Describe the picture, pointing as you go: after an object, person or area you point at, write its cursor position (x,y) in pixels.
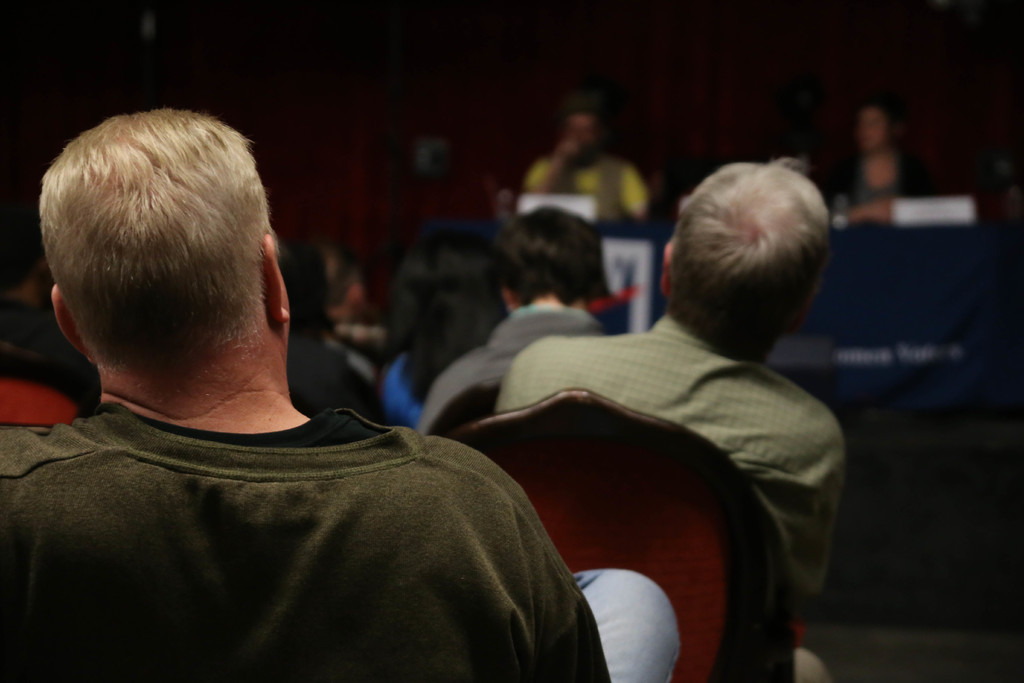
In this image few persons (513,351) are sitting on the chairs (632,452). Right side (954,349) few persons (573,185) are sitting behind the table (859,260) having few objects (584,216) on it. Behind them there is wall (683,8).
